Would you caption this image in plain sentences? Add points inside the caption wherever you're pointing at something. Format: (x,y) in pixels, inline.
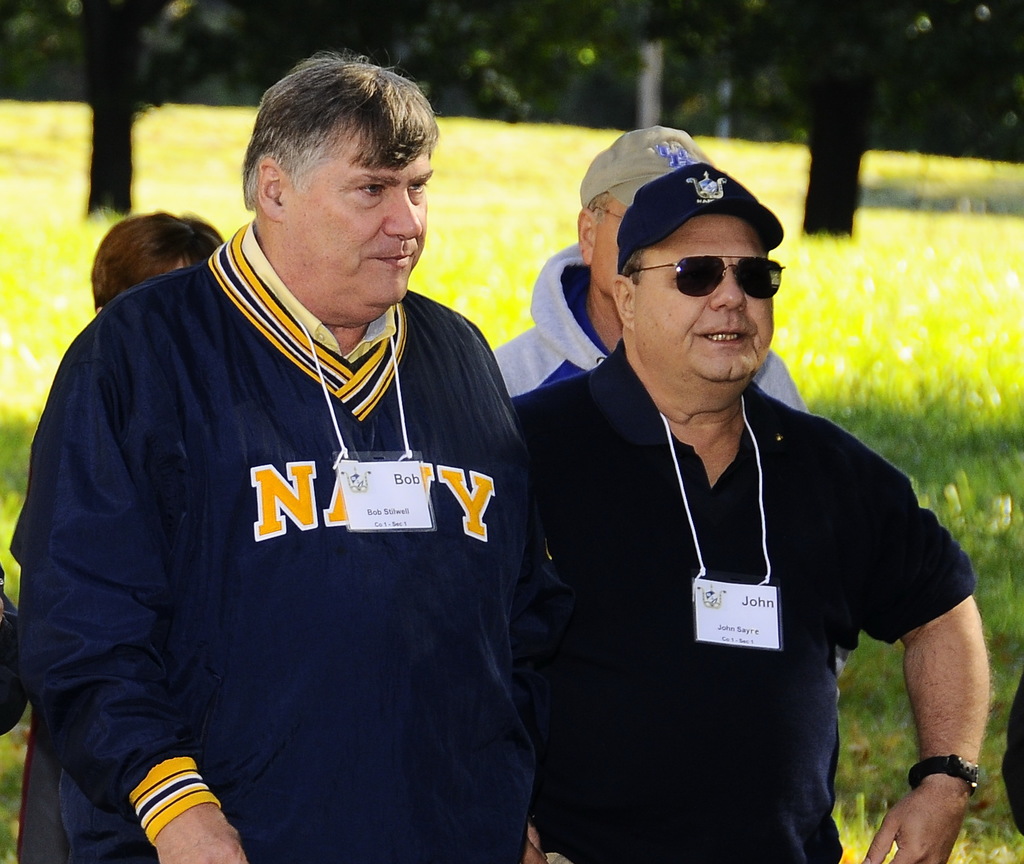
In this picture I can see there are four people (372,775) walking and they are wearing tags (386,481) and the person (724,278) on to right (686,778) is wearing goggles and cap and the person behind him is also wearing a cap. There is grass (887,250) on the floor (920,313) and trees (586,123) in the backdrop (697,123).
